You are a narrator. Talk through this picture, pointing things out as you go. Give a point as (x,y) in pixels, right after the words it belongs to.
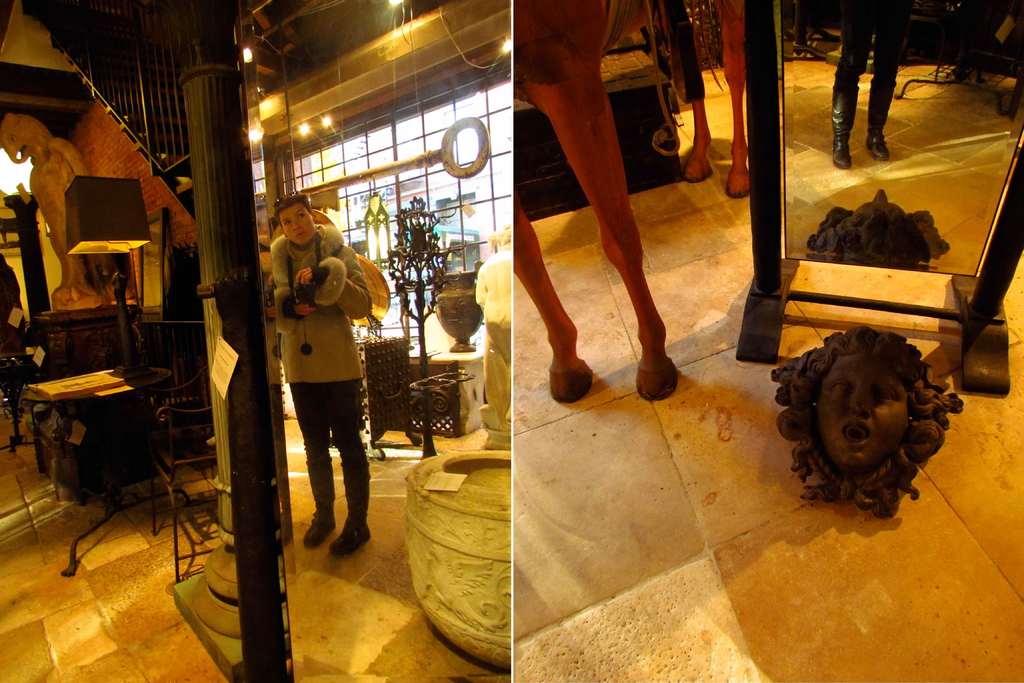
This image contains the collage of photos. Left side (334,376) a person (335,423) is standing on the floor (322,592), having few objects (436,530). Left side (65,425) there are tables (78,415) and chairs (170,431) on the floor (159,516). On the table (123,377) there are few objects (106,373). Left side (123,43) there is a staircase (99,80). A statue (52,192) is on a table (92,365). Few lights (305,137) are attached to the roof (358,45). Few antique items (394,381) are on the floor (392,434). Right side (921,183) there is a mirror (917,195), having the reflection (875,116) of a person (856,99) and an idol (882,229). An animal (637,239) is standing on the floor (956,506), having an idol (854,426).
